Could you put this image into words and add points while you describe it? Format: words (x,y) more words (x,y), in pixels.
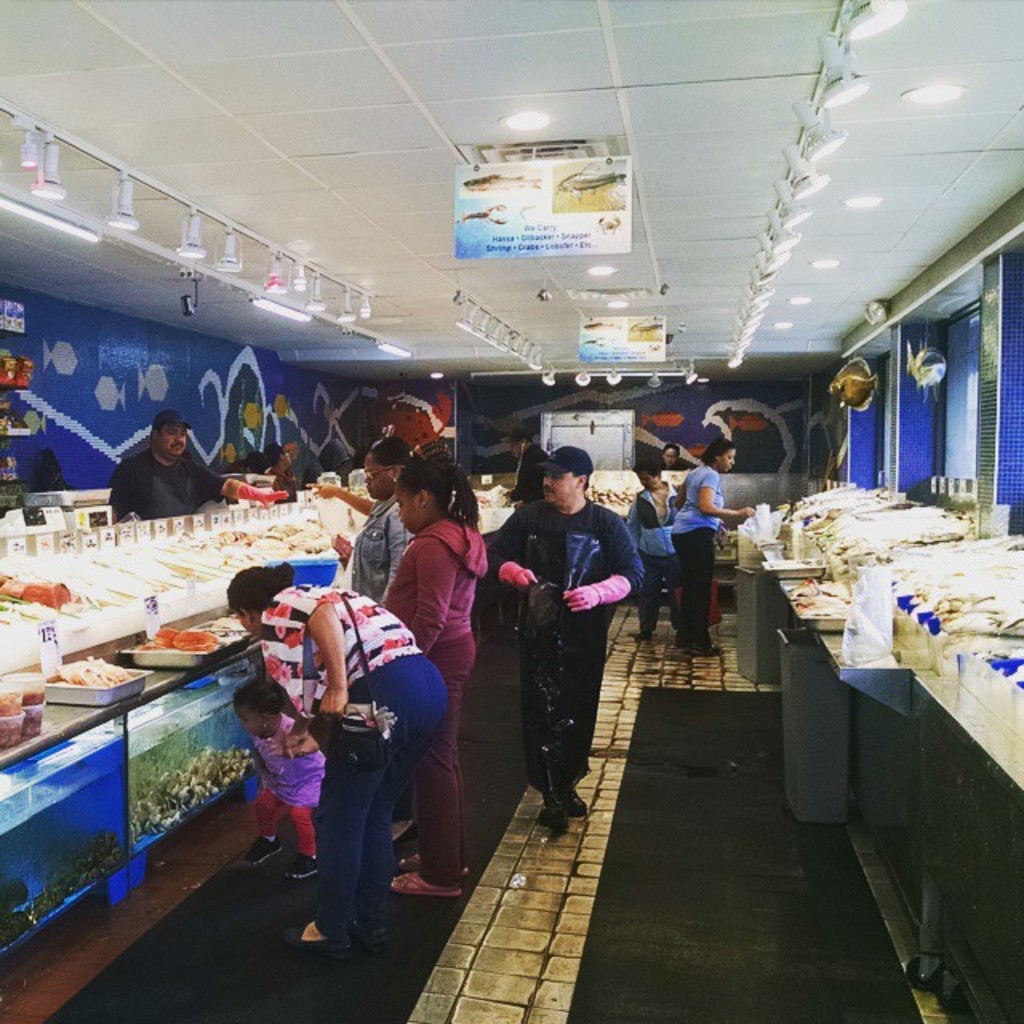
In this picture there are group of people (712,574) standing and there are fish (914,505) and objects (276,505) on the table (963,560). At the bottom left (36,856) there are aquariums (105,751). At the top (534,197) there are boards (468,191) and lights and there is text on the boards (478,182). At the bottom (603,861) there is a floor (578,820). At the back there is painting (681,426) on the wall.
